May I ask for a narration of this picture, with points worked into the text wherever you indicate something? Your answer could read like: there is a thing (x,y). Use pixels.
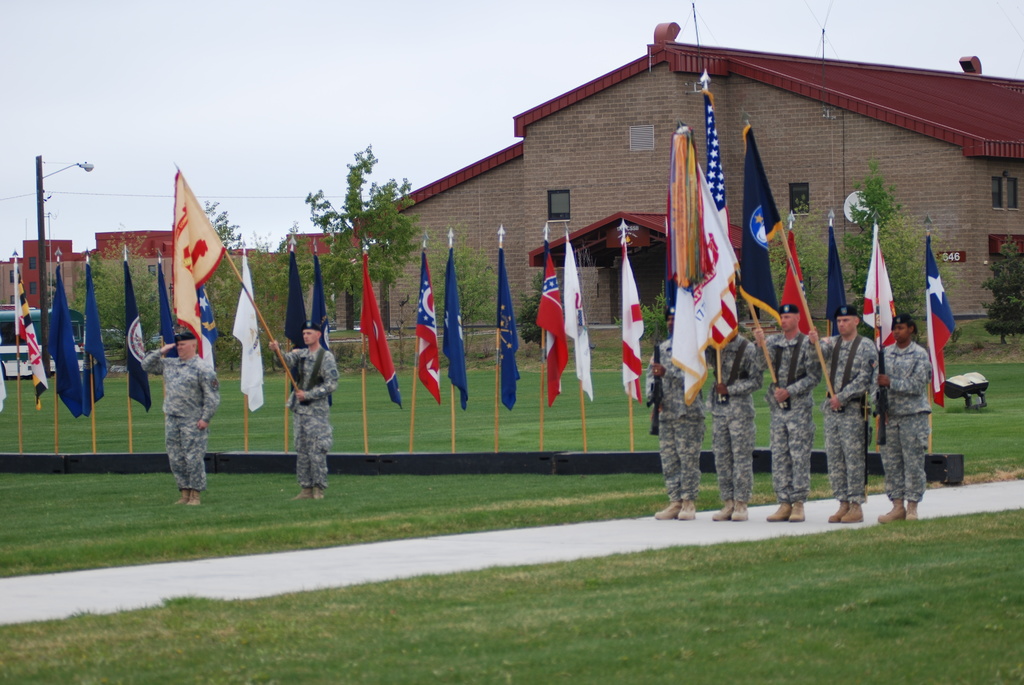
In this image I can see few people (684,475) are standing and wearing the military uniforms (778,452). These people (302,368) are holding the flags (688,331). In the back (419,354) I can see few more flags (295,343) and the vehicle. In the background (491,270) there are many trees (650,338), building (483,258) and the white sky (263,96).
